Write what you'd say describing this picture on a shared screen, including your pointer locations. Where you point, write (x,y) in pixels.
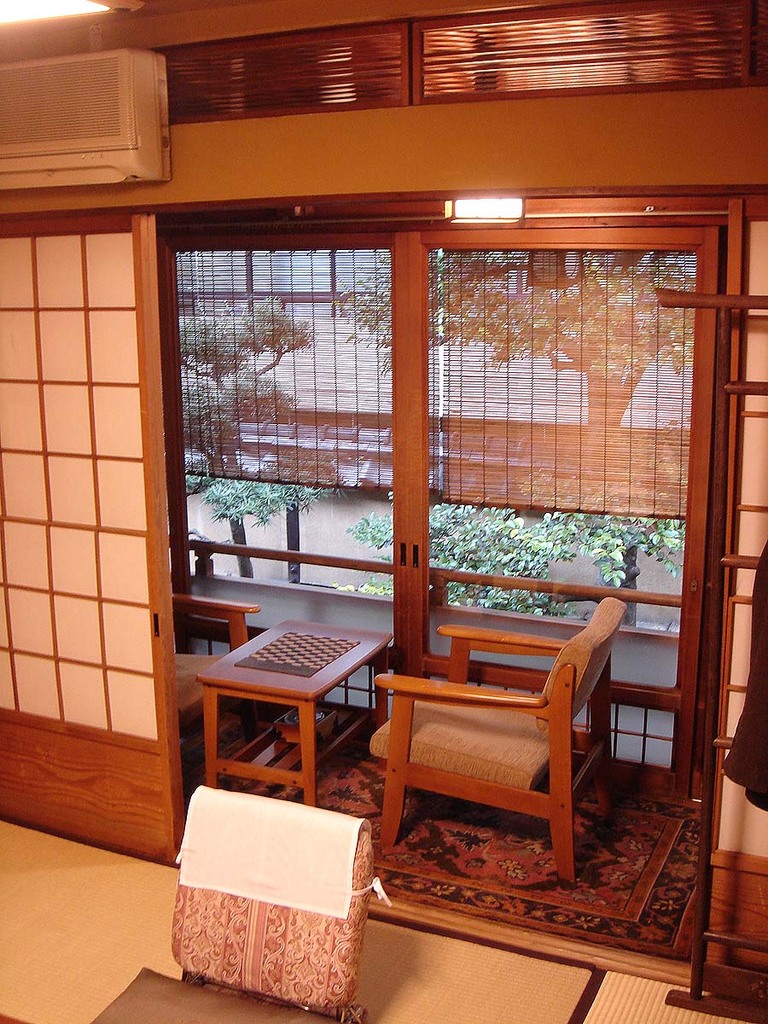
In the image we can see there are chairs (215,830) and table (346,649) kept on the floor (607,986) and there is floor mat (654,927) on the floor (159,917). There is a wooden door (168,441) and there is light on the top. There are plants (490,544) and trees (601,527) outside the building (346,226).
